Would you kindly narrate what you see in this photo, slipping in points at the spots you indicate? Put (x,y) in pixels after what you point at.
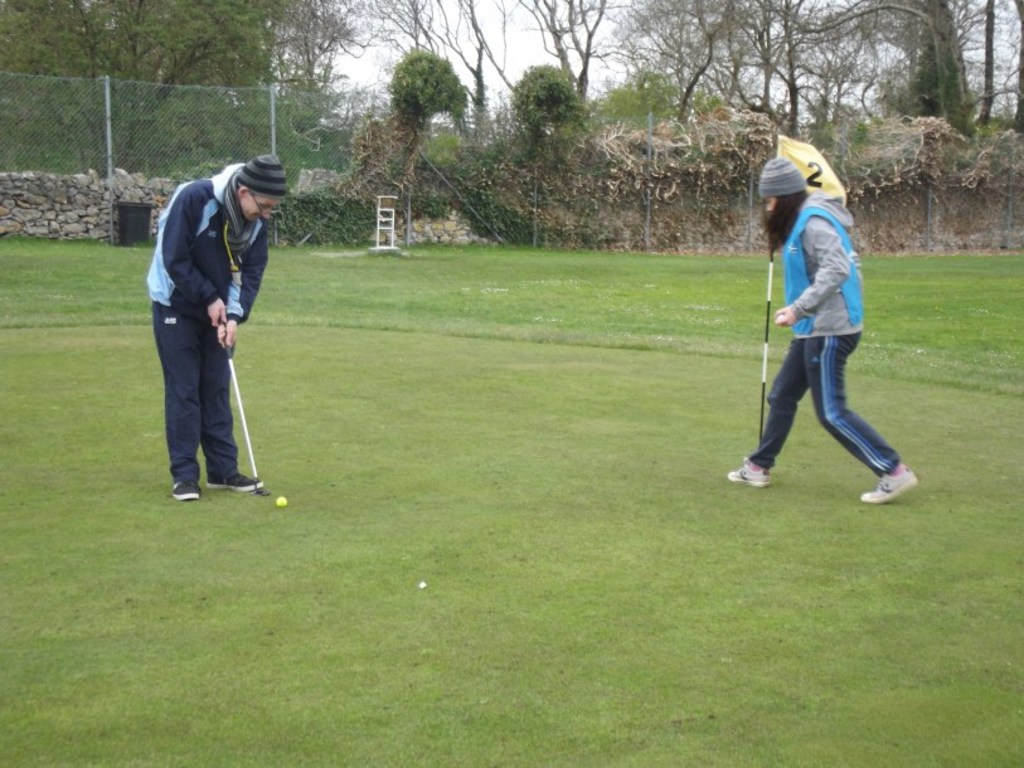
In this image we can see two persons (240,226), among them one person (235,283) is holding a golf stick (234,368) and the other person (785,314) is holding the flag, we can see a ball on the ground (282,485), there are some trees (284,79), poles (537,189), fence (245,130) and the wall (38,207), also we can see the sky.
